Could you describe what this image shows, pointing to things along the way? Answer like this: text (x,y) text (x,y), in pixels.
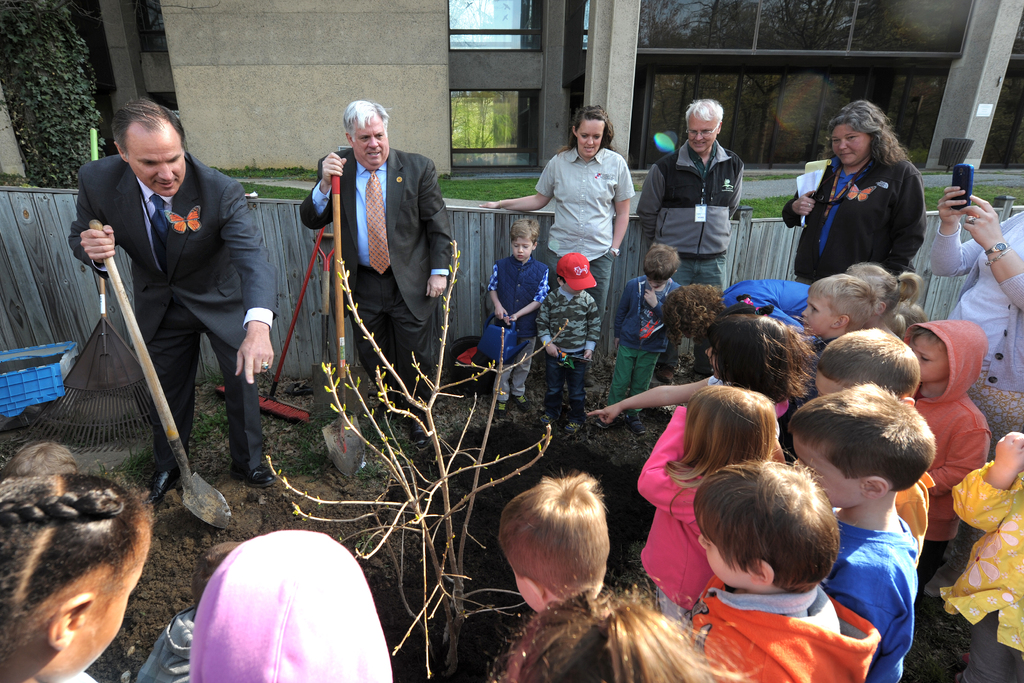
In this image in front (329,607) there are people (354,244). There is a plant (396,650). On the left side of the image (172,374) there are two people (232,315) holding the spades (152,392) and beside them there are some objects (90,359). In the background of the image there is a building (264,116). In front of the building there is a wooden wall (30,261).
